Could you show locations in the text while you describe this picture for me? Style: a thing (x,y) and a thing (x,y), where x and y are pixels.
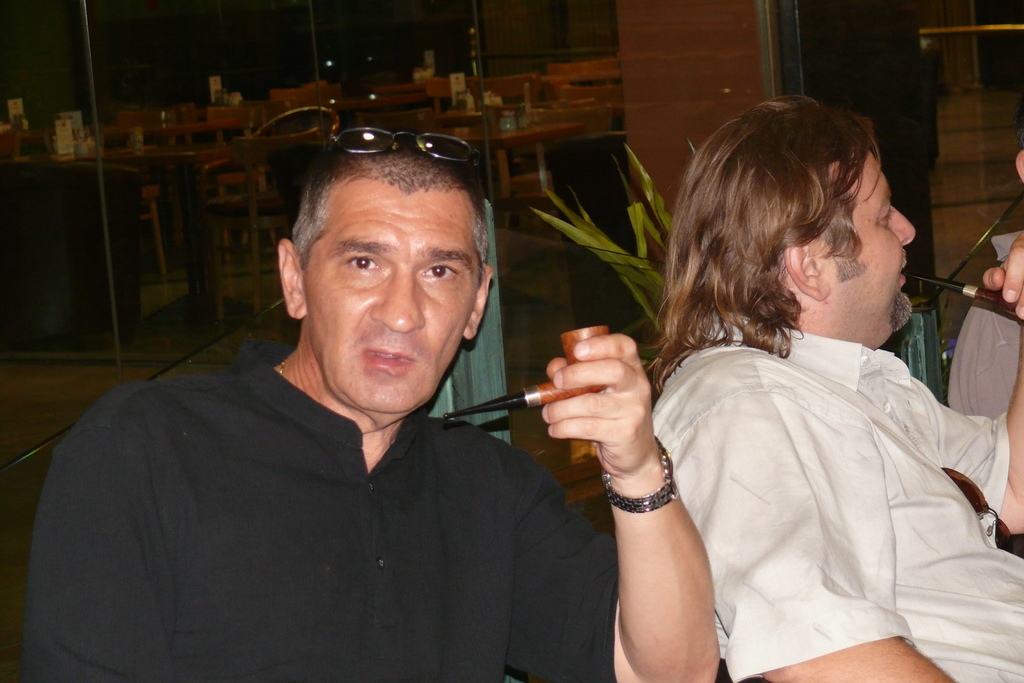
There are two men (683,456) sitting and holding cigar pipes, behind this man (696,244) we can see plant (664,211). Background (391,57) we can see glass (588,64), through this glass (421,74) we can see chairs (121,115) and boards (68,124) and objects (56,128) on tables (152,162).
